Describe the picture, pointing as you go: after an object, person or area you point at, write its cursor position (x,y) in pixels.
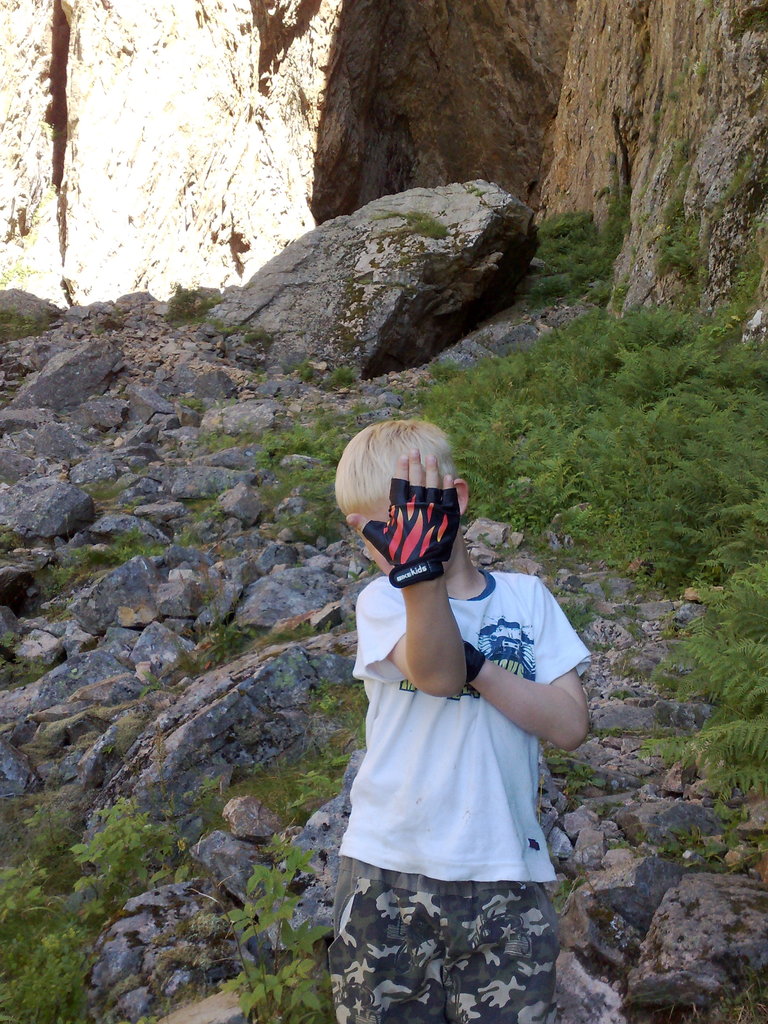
There is a kid (417,878) standing and wore glove (444,506). Background (432,249) we can see stones (427,301) and grass (614,386).
